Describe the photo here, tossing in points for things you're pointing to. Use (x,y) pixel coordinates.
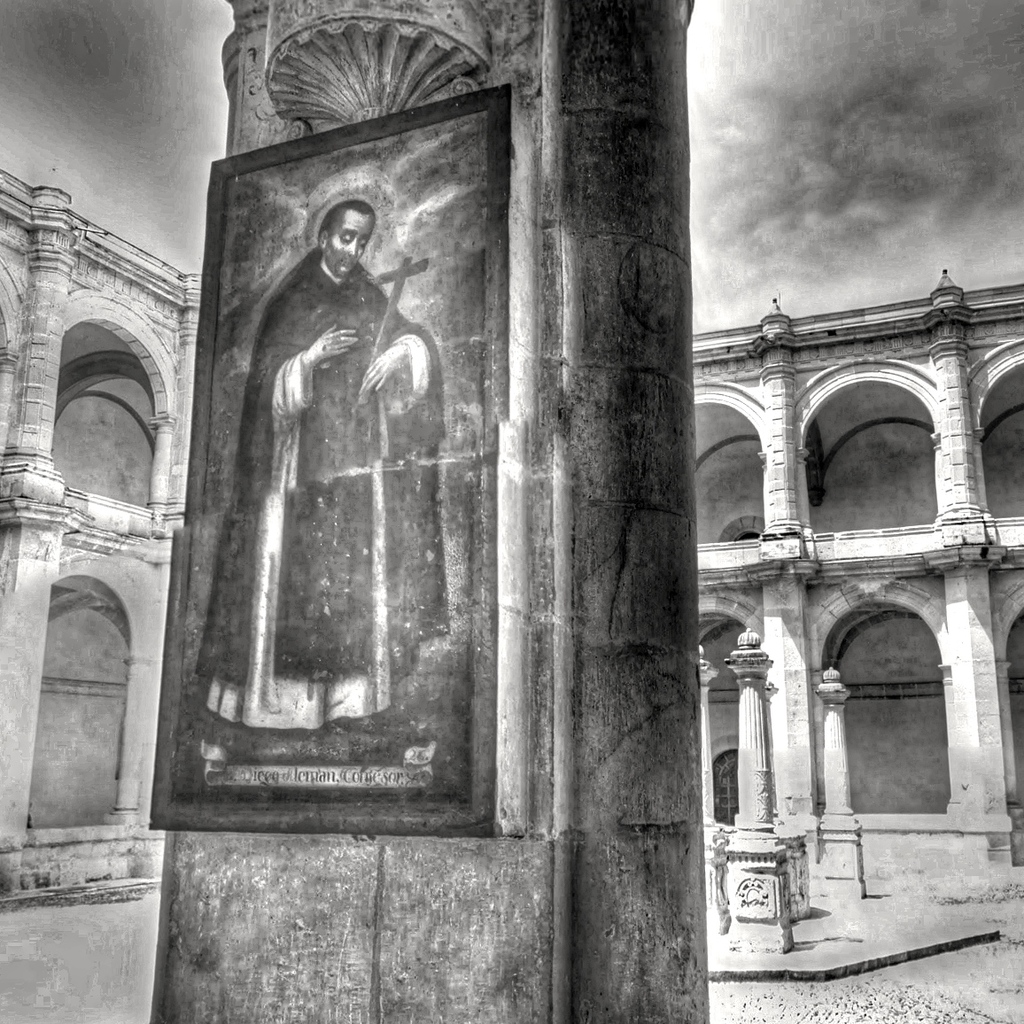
In this image there is a black and white photograph, in the photograph there is a photo frame (362,194) on the pillar (274,128), behind the pillar (411,915) there is a building (177,520), at the top of the image (842,212) there are clouds (845,201) in the sky (729,103).
